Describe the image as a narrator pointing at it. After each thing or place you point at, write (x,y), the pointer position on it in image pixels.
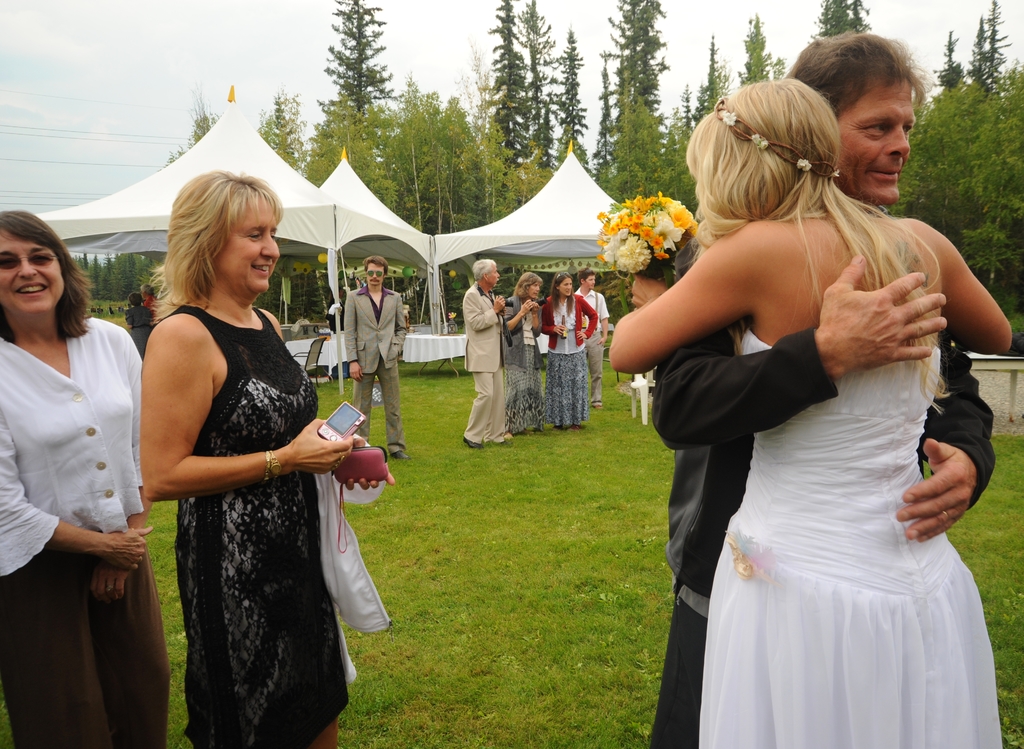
In this picture we can see some people (713,556) standing on the grass (580,585), flower bouquet (621,244), camera (339,412), chairs (645,392), tents (85,239), tables (413,346), trees (933,140) and some objects (350,272) and in the background (14,102) we can see the sky (247,62).
